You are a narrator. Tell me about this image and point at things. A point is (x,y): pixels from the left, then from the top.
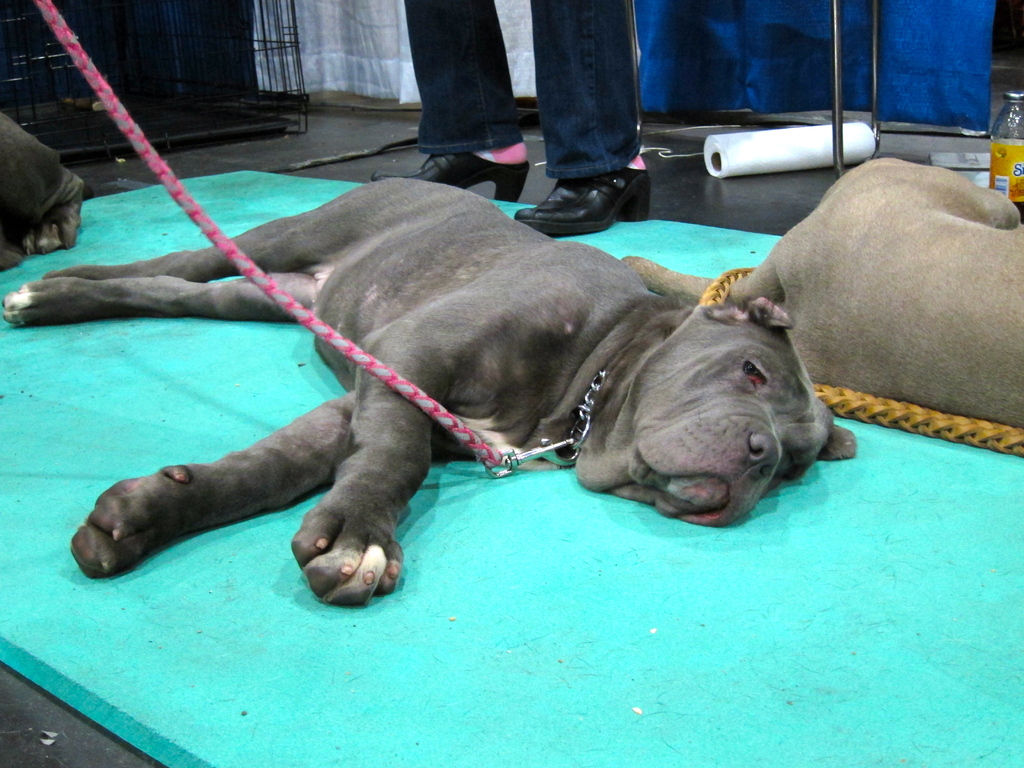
In this image at the bottom (262,636) there is a board (479,507), on the board (505,515) there are some dogs (672,347). And in the background (585,98) there is one person (597,101) standing, and also there is a tissue roll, bottle (999,112), poles (836,58) and some objects (985,178). At the bottom (52,705) there is floor (711,123).
